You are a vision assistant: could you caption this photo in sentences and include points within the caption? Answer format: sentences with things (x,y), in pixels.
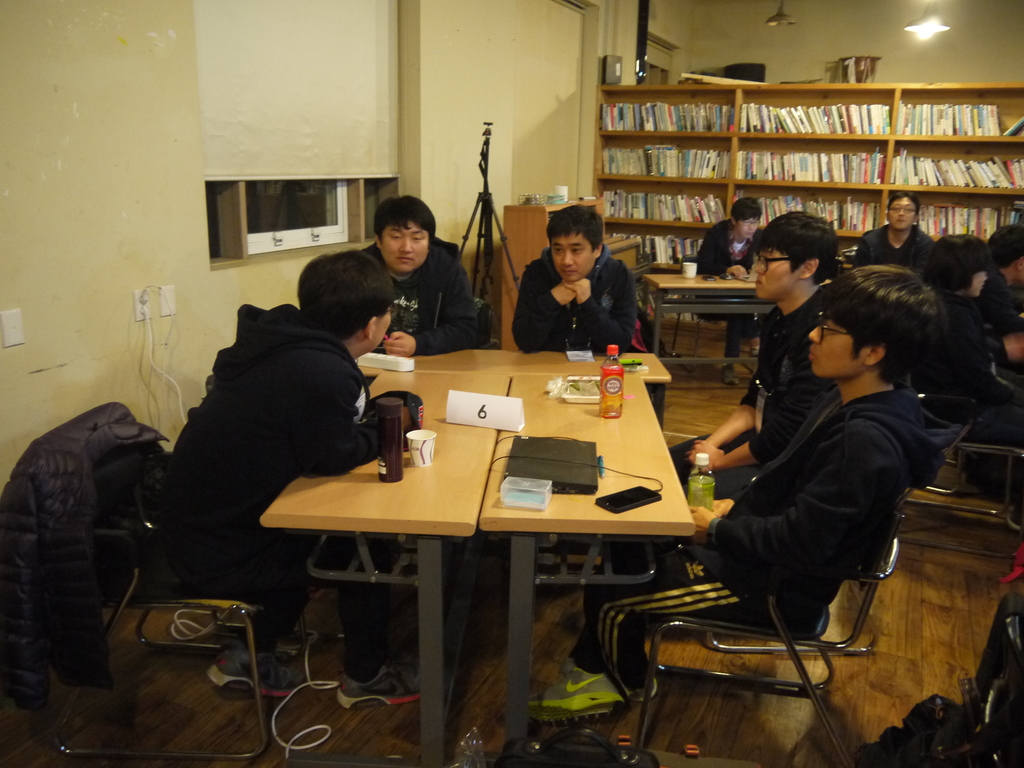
This picture describes about group of people (273,381) they are all seated on the chair (783,630), in front of them we can see a cup (429,453), bottle (391,402), laptop (529,444) and mobile (628,490) on the table (639,509), in the background (963,153) we can see books (948,182) in the bookshelves (656,188). Over the bookshelf (915,189) we can see a light (935,32).
